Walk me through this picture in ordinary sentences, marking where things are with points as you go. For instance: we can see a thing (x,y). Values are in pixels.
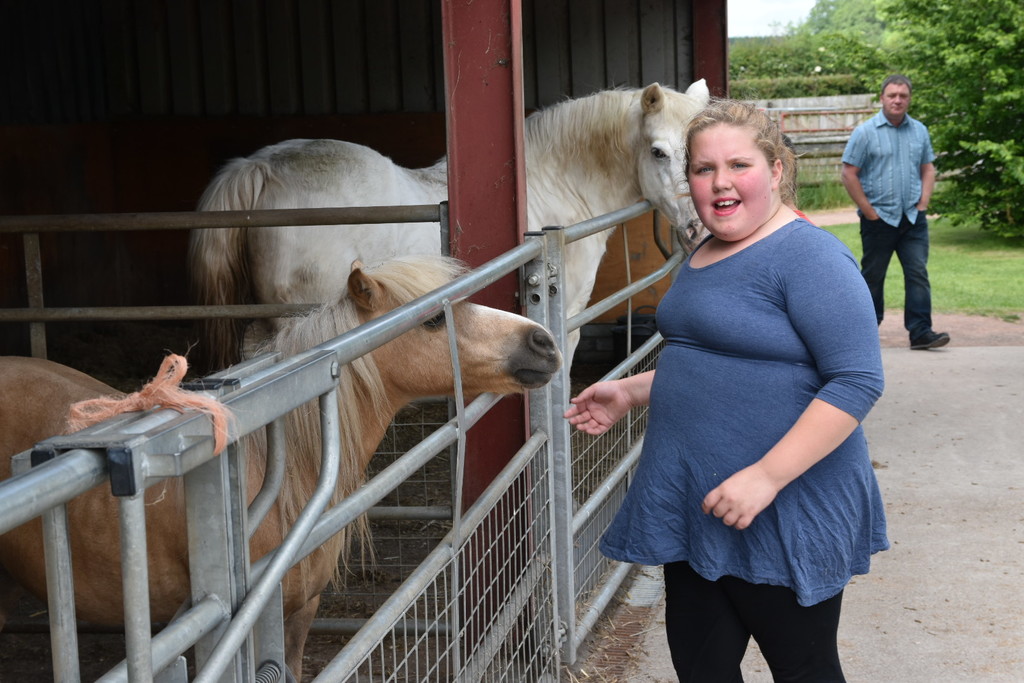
In this image we can see a shed (481,140). There are horses (326,199). Also there are railings (242,471) with rods (461,402). Also there are two persons (744,216). In the background (914,100) there are trees (863,80).
